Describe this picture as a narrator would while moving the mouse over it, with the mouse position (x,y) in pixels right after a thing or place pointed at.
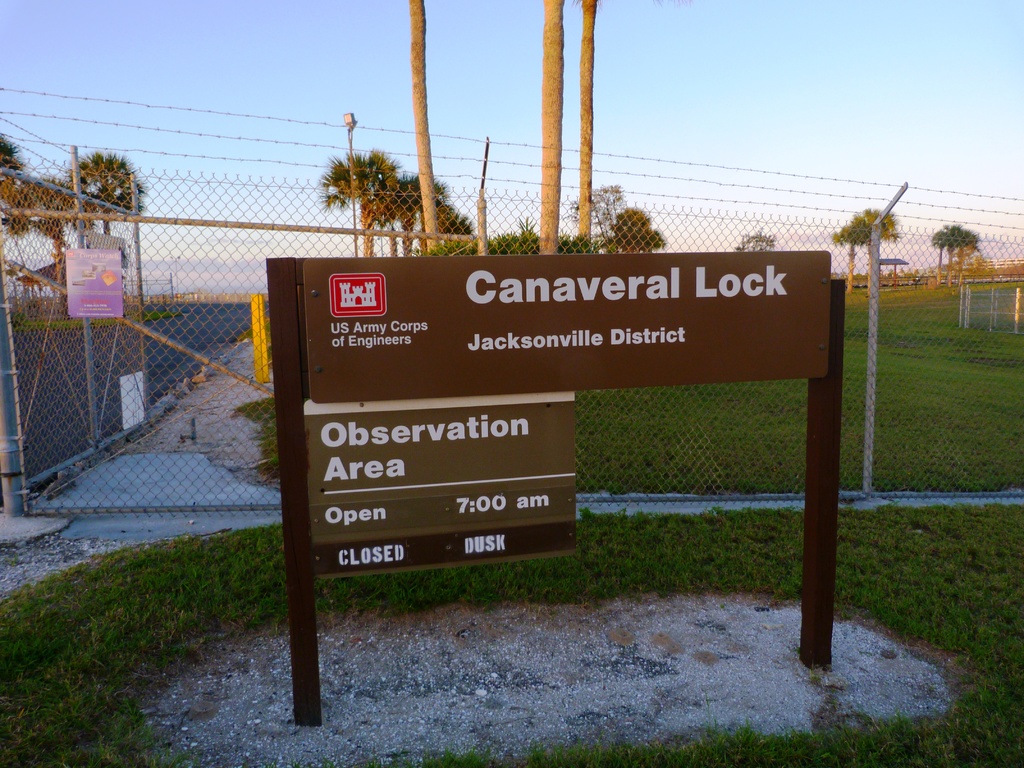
In this image I can see few boards (388,504) attached to the pole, background (436,207) I can see the fencing (318,207), trees (637,217) in green color, the light pole (350,149) and the sky (324,44) is in blue and white color.
